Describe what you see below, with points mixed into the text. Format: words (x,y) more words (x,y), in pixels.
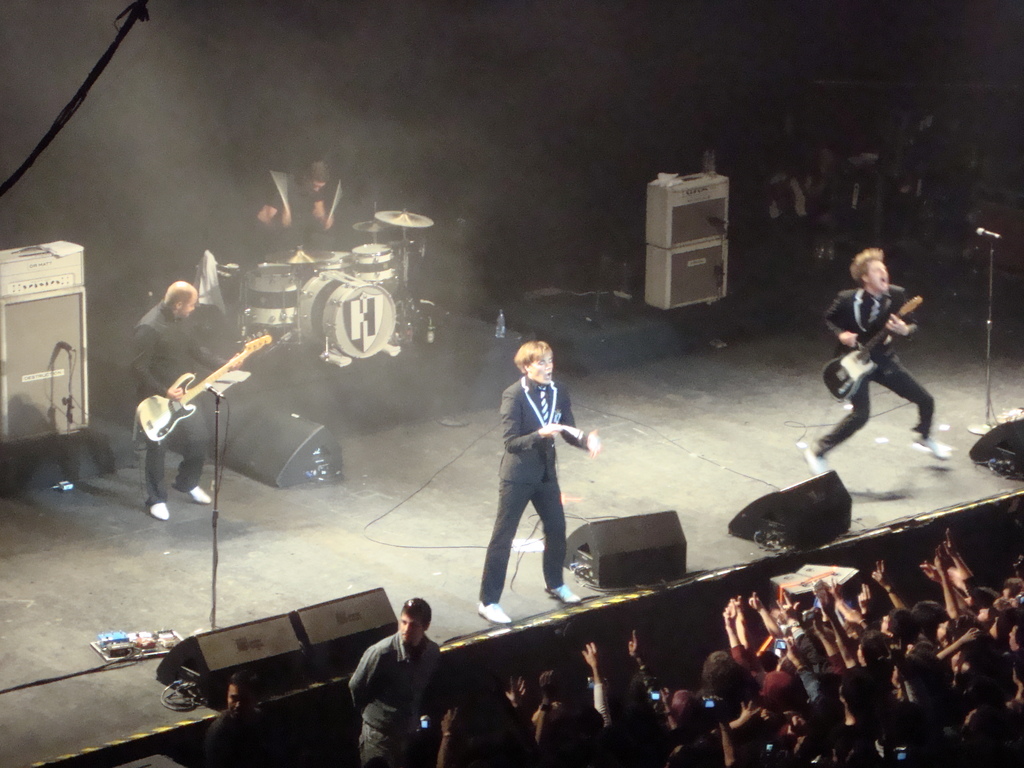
In this image there is a man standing and singing a song, 2 persons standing and playing a guitar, another man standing and playing drums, at the back ground there are speakers (651,226), group of people (877,652) standing.
